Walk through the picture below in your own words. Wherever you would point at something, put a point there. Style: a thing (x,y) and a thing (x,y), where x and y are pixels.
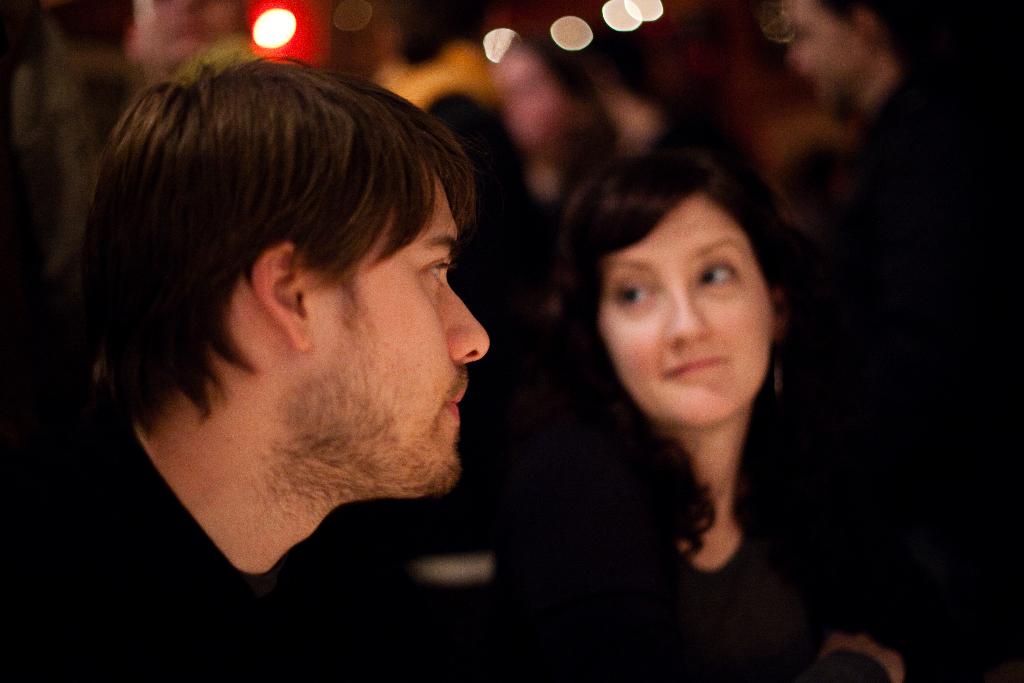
In this image there are two men (341,320), there is a woman (668,292), there are lights (274,44) towards the top of the image (626,18), the background of the image (234,44) is blurred.
